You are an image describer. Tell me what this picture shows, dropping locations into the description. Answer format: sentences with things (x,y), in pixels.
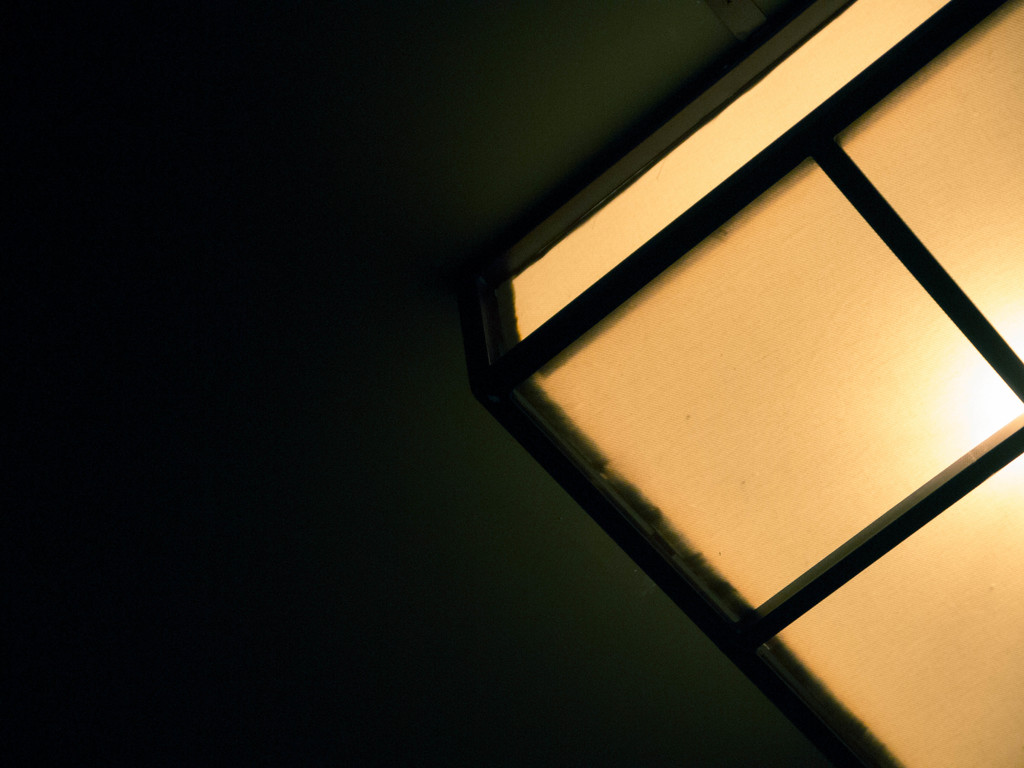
In this picture there is a light (793,285) on the right side of the image (835,680). On the left side of the image (167,172) there is a dark green background (447,564).
